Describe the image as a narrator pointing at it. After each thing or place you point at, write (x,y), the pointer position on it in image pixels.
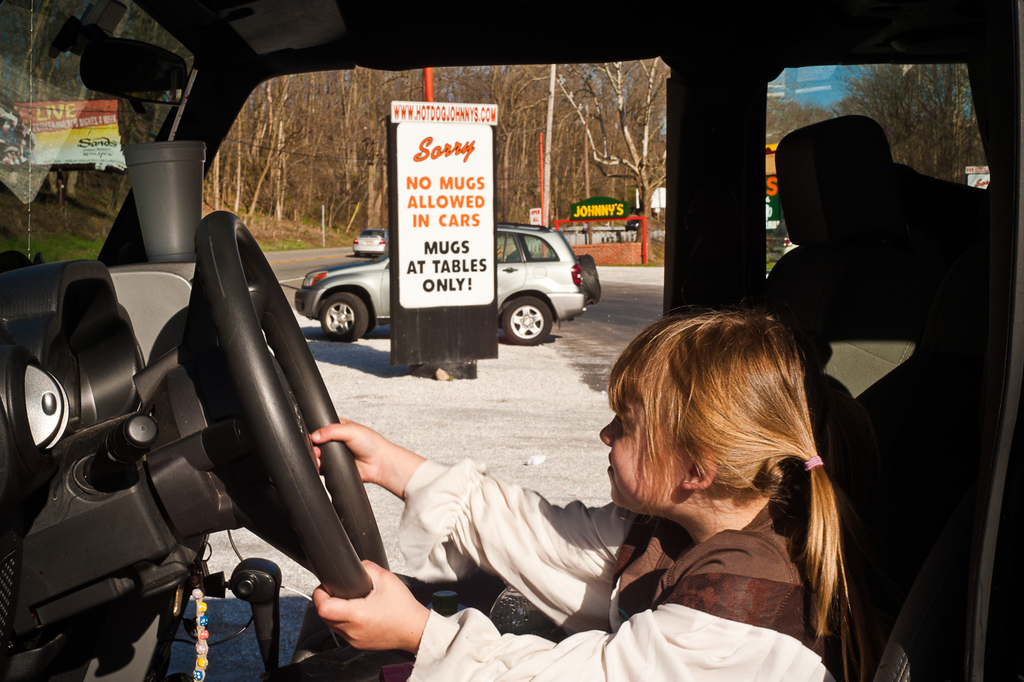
In this image I see a girl (647,496) who is sitting and holding steering (251,396) in her hands (370,586) and I see the inside view of a vehicle (199,451). In the background (420,242) I see the board (429,207) on which there is something written and I see 2 cars (377,285) and I see the path (642,308) and I see number of trees (580,157) and I see few more boards (583,203) on which something is written.
